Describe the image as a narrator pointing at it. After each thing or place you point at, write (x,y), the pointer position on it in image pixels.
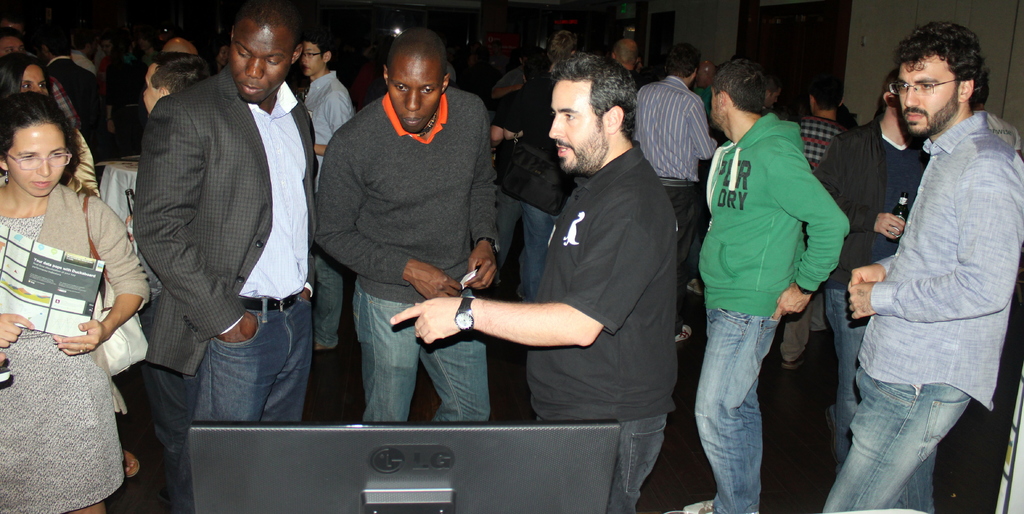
In this picture we can see a group of people (190,106) standing on the floor (797,490), monitor (320,472), bottle (904,221), paper (52,284) and in the background (709,28) we can see the wall (716,44).
